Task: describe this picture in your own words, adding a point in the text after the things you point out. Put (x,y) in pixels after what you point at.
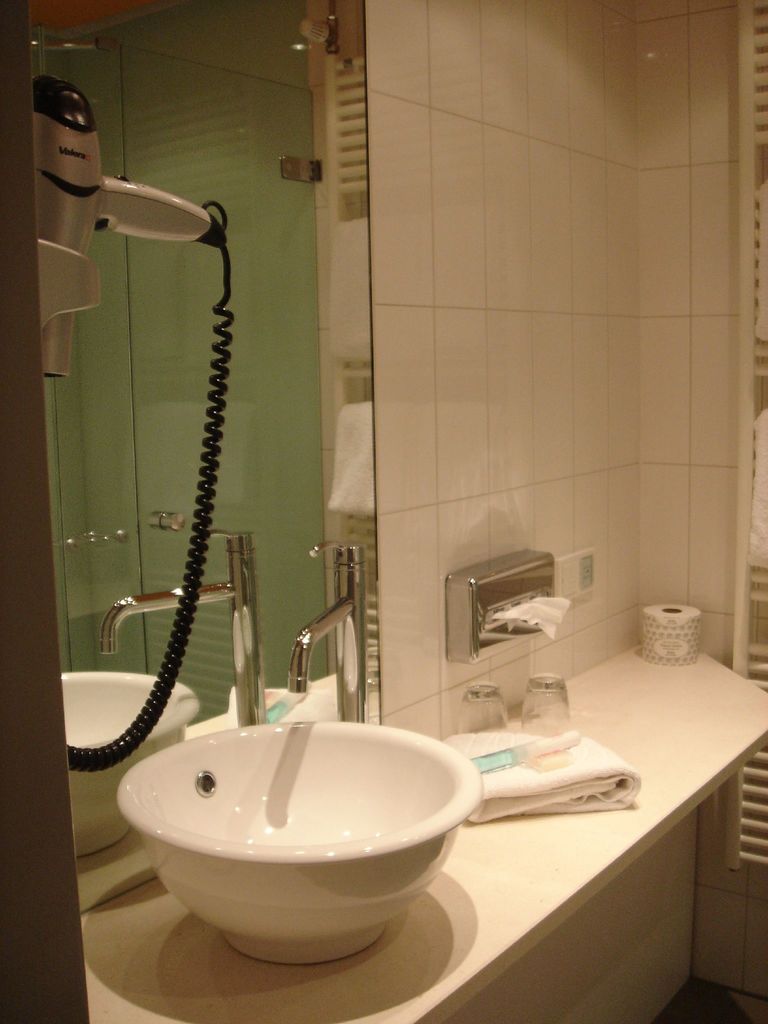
This picture is inside view of a washroom (328,532). We can see sink (360,737), tap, towel (588,748), paper (662,604), wall (462,309), dryer machine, table (688,723), floor (722,989) are present.
